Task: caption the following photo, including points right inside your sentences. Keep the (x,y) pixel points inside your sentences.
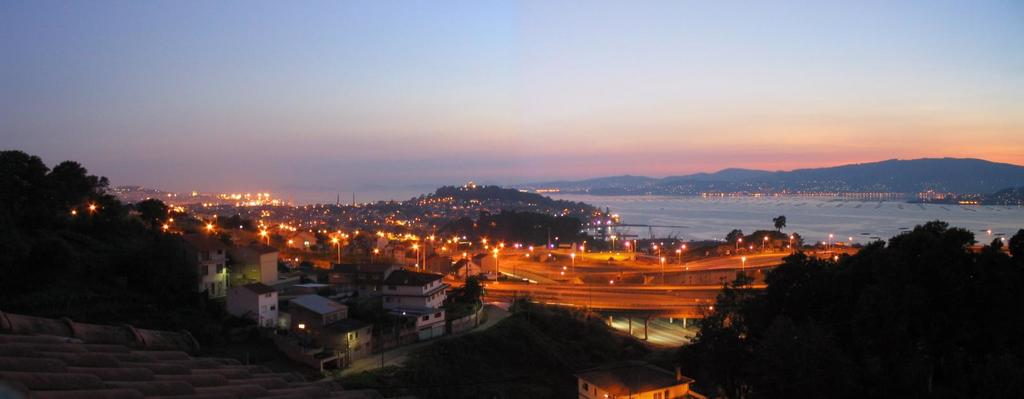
In the image there are many buildings (309,297) with lights (336,236). And also there are trees (720,291). There are flyovers (716,294) with pillars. And also there are poles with street lights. Behind them there is water (800,209). In the background (796,188) there are hills (925,181). At the top of the image (454,81) there is sky (325,115).
